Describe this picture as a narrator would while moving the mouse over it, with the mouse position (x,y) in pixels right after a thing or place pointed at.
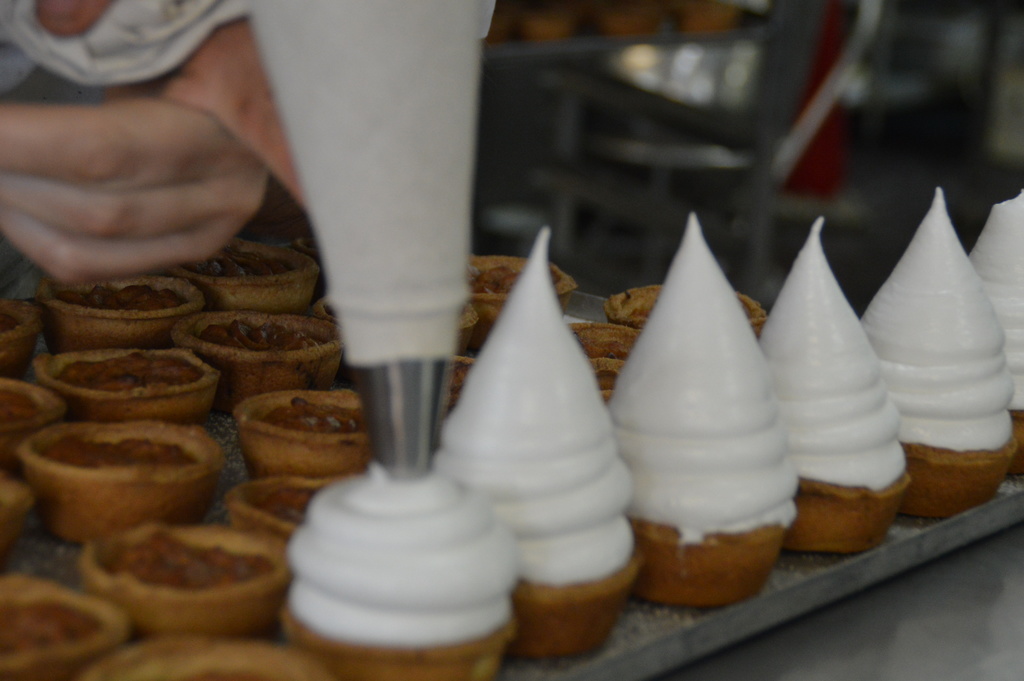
In this picture we can see white cream (370,632) and tarts (283,607).
